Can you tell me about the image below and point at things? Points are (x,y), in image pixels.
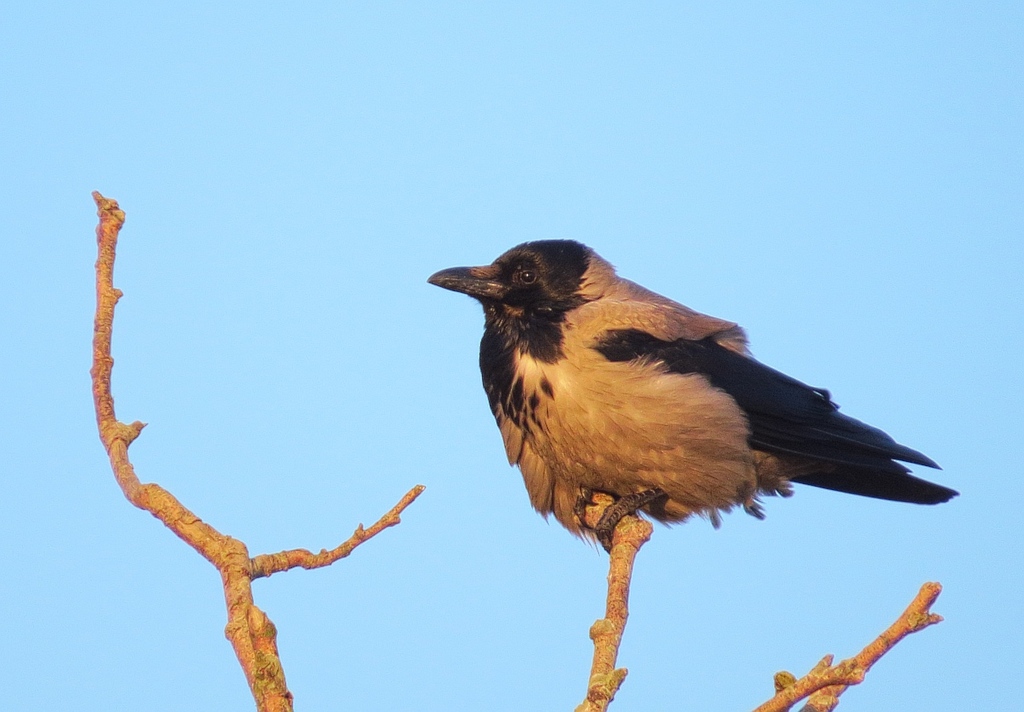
In this image, we can see some wooden sticks (618,536) and a bird (507,377). We can also see the sky (302,290).
